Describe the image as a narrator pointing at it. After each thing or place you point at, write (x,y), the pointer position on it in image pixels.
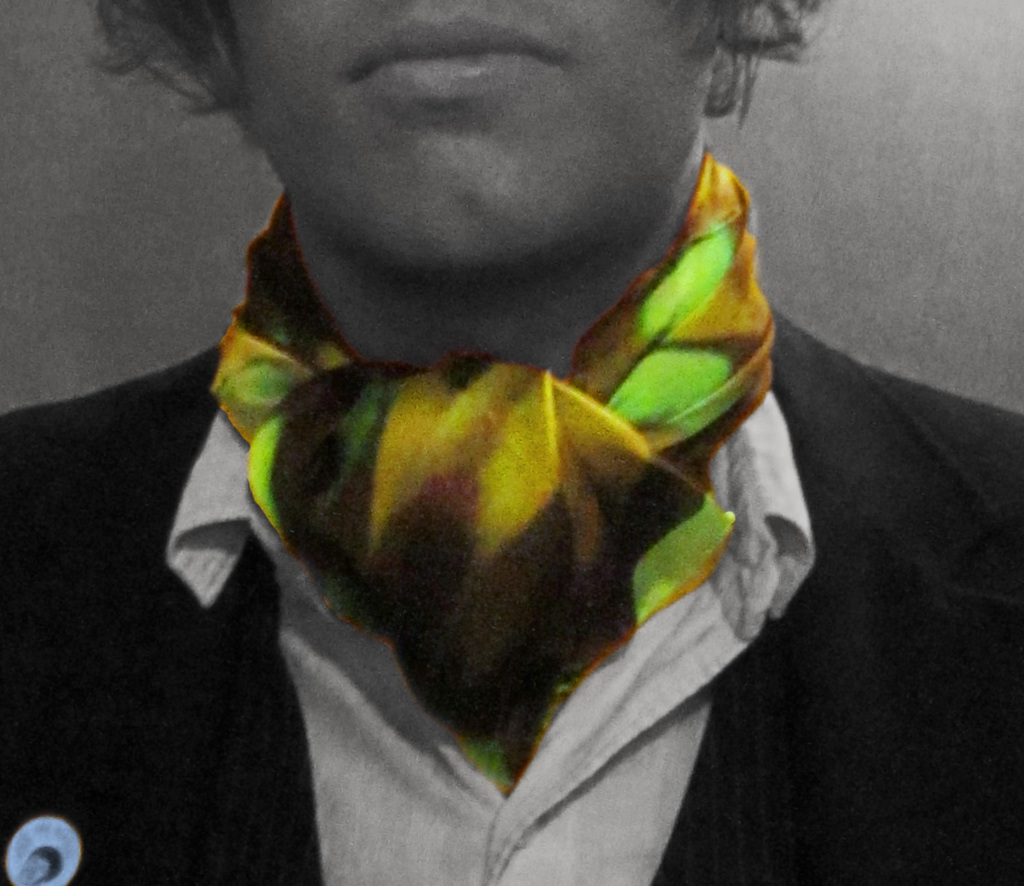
In this image there is a man (432,175) wearing a white colour shirt (381,773), black colour suit (243,799) and colourful muffler (562,407).
